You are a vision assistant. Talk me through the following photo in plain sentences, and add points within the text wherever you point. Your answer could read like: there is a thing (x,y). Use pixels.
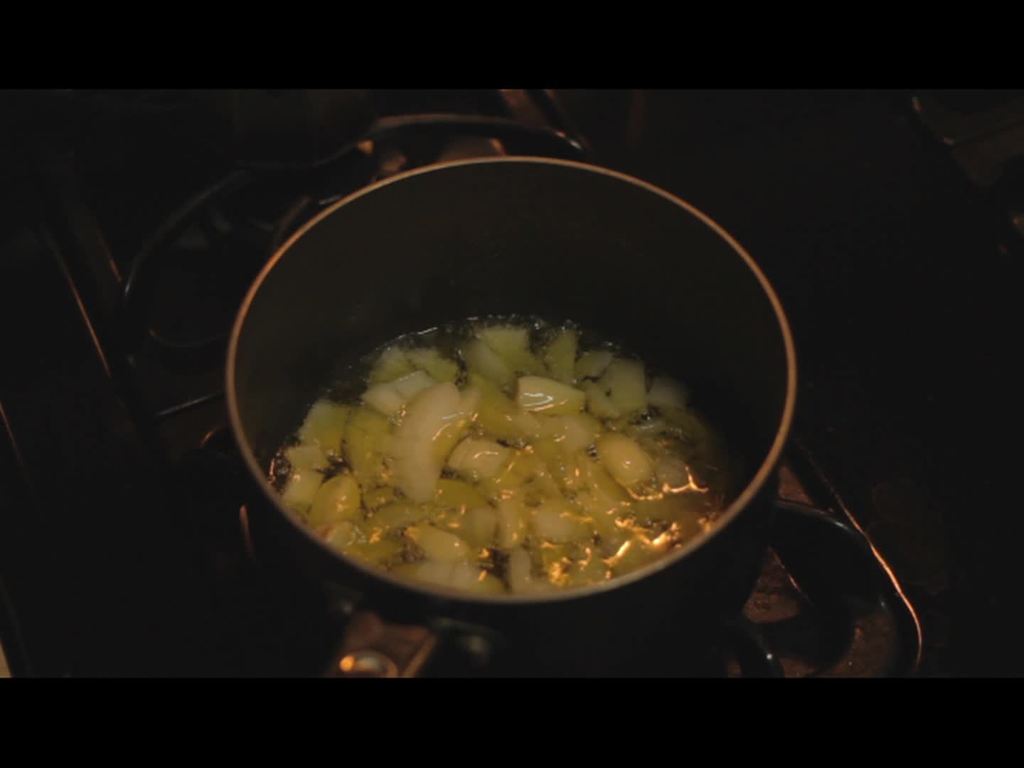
There is a stove (222,495) and some item (432,415) is being cooked in a vessel (394,573) on the stove (369,667).
